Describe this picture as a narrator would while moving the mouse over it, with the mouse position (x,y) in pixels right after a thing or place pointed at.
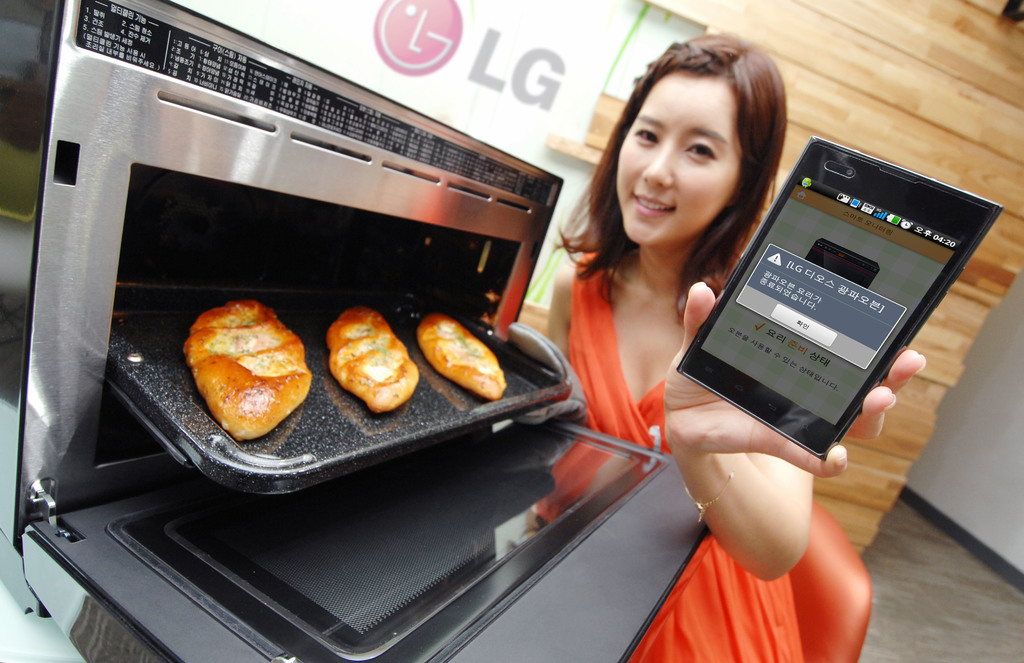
This oven (456,191) and this mobile (925,238) are highlighted in this picture. This is a tray (297,422) with food (230,389). This is an LG logo (456,40). This woman (757,121) is holding this tray (461,398) and mobile (789,348).
